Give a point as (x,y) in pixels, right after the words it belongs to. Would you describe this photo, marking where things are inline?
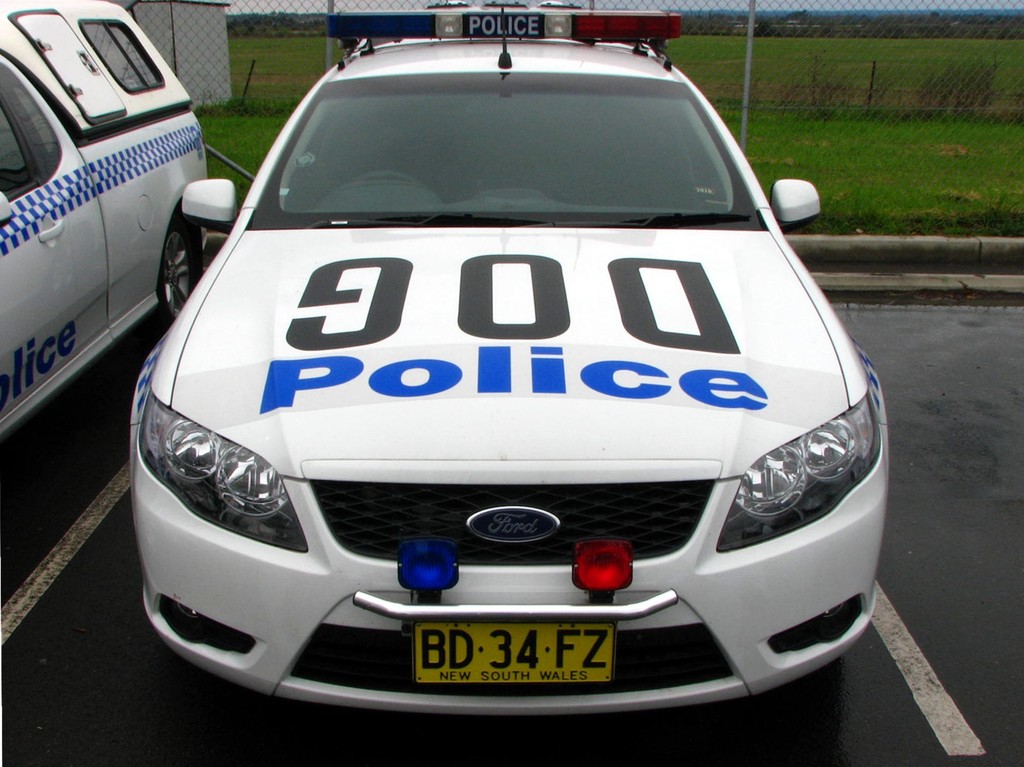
There are two cars (269,370) parked on the road (129,377) as we can see in the middle of this image (346,408), and there is a fencing (722,97) in the background (824,154).
